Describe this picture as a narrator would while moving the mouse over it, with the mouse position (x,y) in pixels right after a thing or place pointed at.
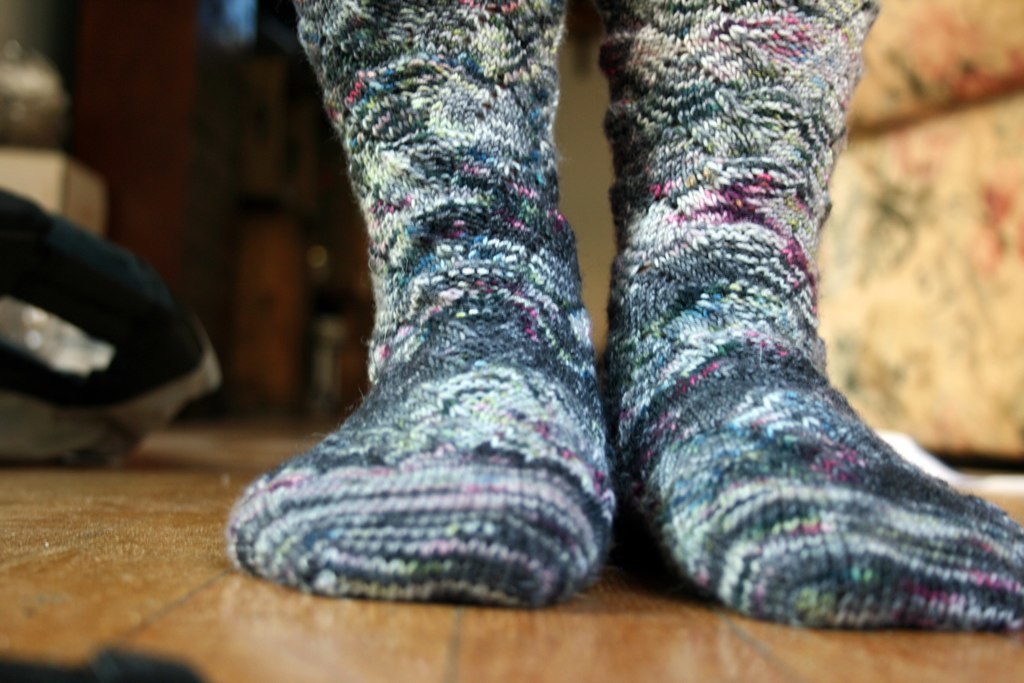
In this picture I can see there are two socks (707,406) in black and white color. At the bottom (457,640) it is the floor (471,640).
